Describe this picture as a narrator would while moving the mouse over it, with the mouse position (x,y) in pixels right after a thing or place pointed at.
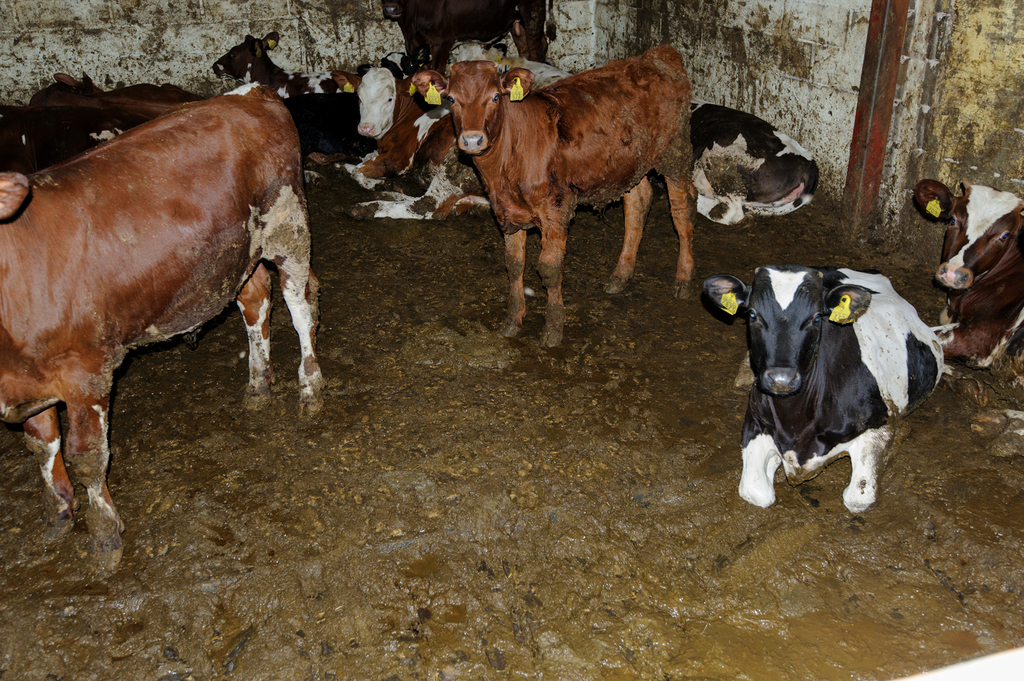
In this picture we can see there are a group of cows (837,384) sitting and three cows (302,216) are standing. Behind the cows (393,154) there is a wall (319,9).
